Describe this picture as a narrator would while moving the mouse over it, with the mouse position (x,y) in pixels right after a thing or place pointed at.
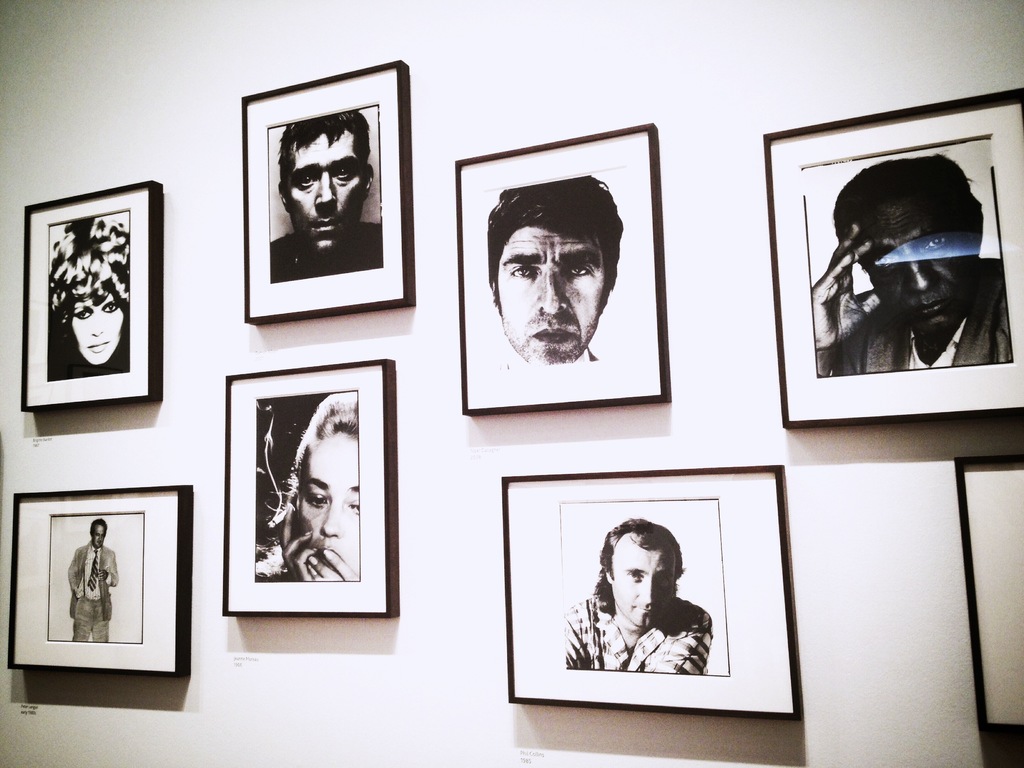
In this picture I can observe some photo frames (473,408) on the wall (186,185). There are men (930,212) and women (328,408) in these frames (330,387). This is a black and white image.
